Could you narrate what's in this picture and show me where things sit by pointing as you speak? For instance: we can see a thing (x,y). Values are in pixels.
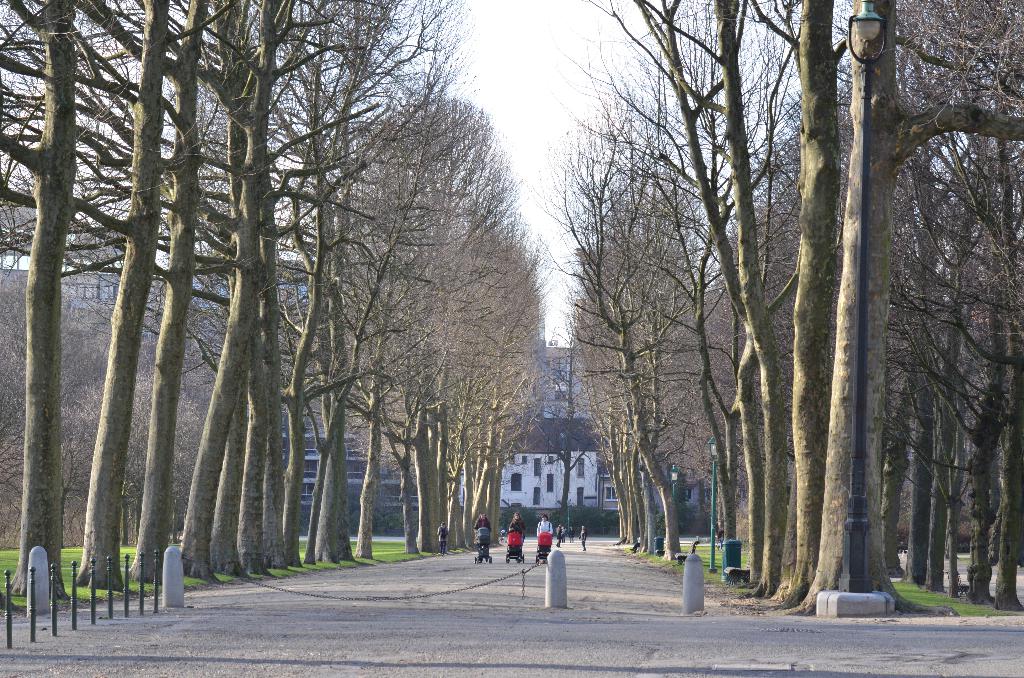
People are on the road (589,539). Beside this people (514,514) there are bare trees (509,259). Far there are buildings (575,440) with windows (537,472). These are light poles (716,519).
